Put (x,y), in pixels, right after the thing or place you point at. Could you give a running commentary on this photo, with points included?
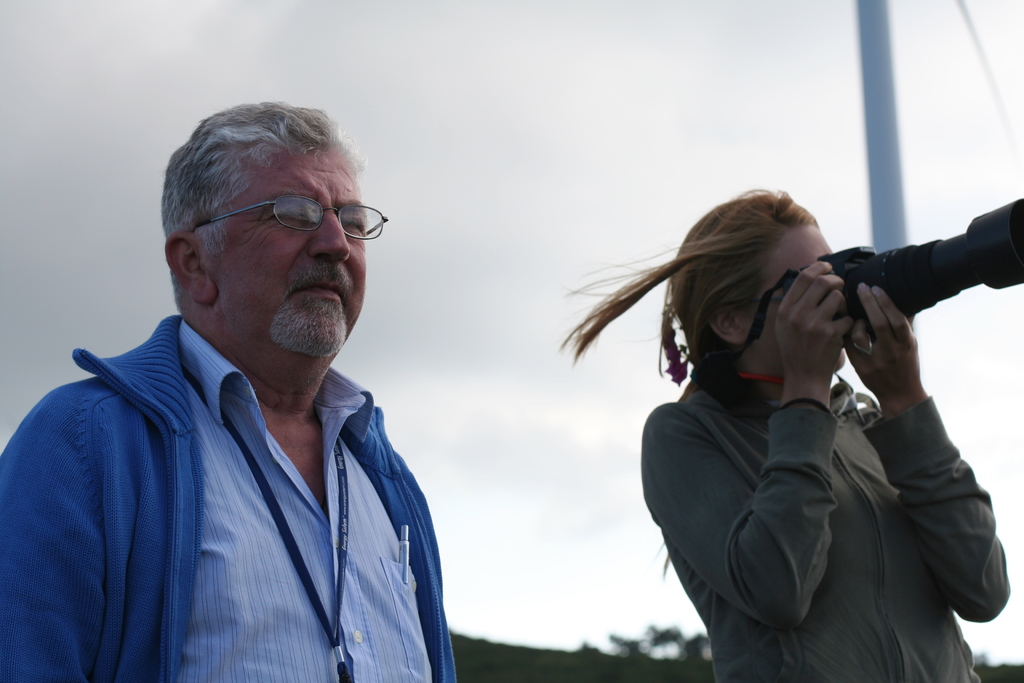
There is one man (204,409) standing on the left side of this image (267,448) and there is one woman (874,468) standing and holding a camera (856,289) is on the right side of this image (801,472). We can see a sky (521,205) in the background (485,321).
